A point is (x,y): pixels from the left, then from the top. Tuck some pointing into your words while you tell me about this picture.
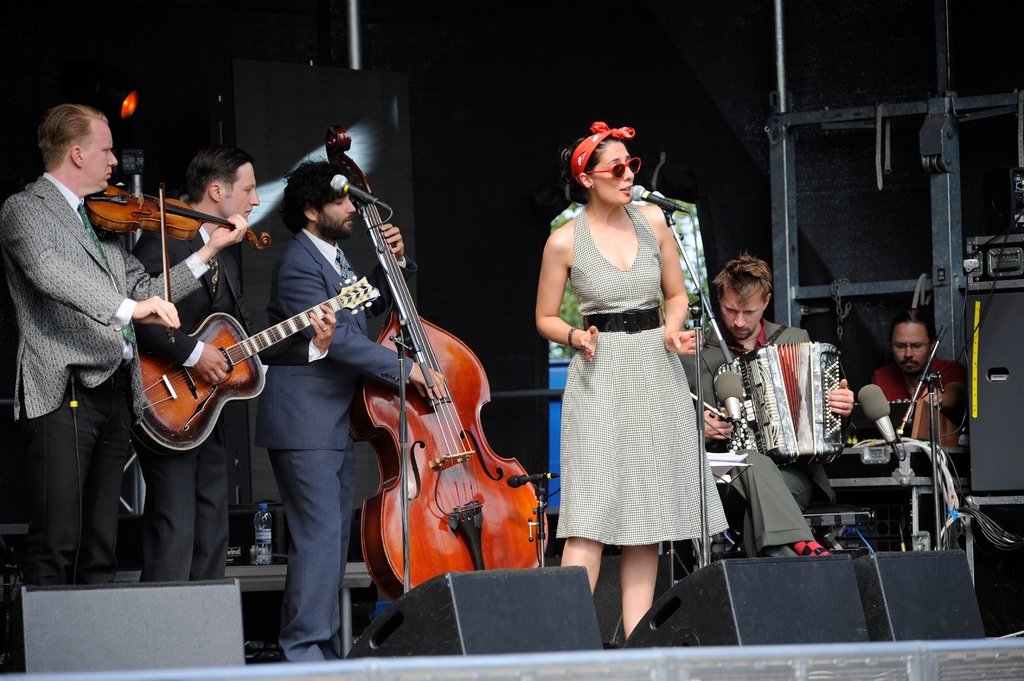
The picture is clicked in a musical concert where a guy (104,248) is playing a violin (221,220) and two of them are playing a guitar (244,376) and a bass (478,390). A lady (580,393) is singing and to the right of the image (909,337) there are two people (772,338) sitting and playing musical instruments (805,407). There are four black boxes (777,601) kept on the stage (255,619).
